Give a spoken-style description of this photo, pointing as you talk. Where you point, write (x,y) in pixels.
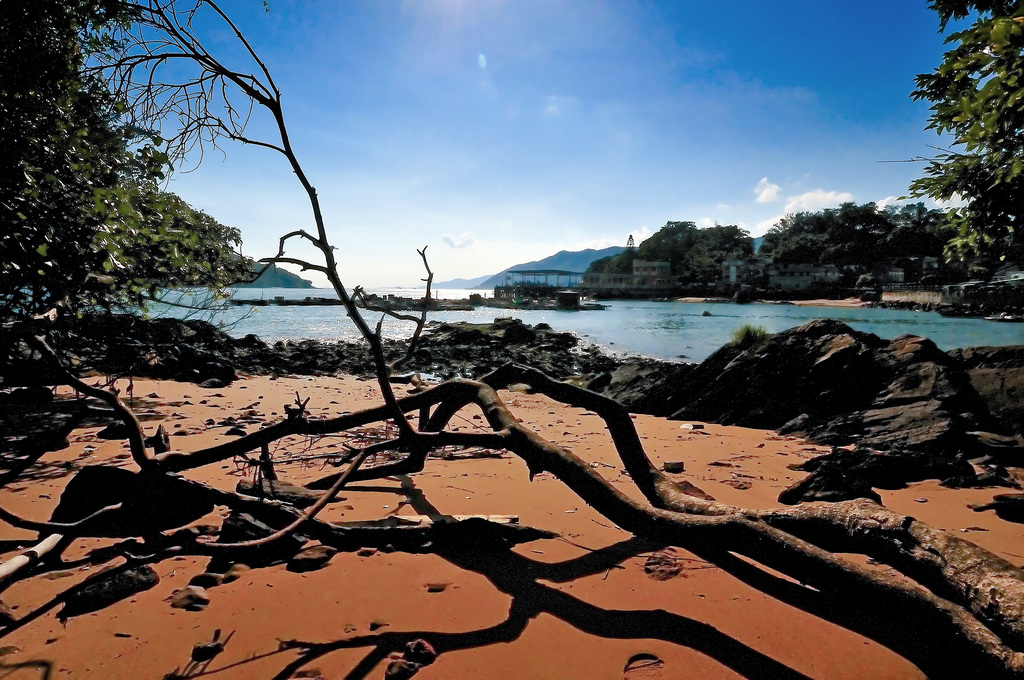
In this picture we can see there are branches (439,394), rocks (772,383) and a river (578,312). Behind the river (679,307) there are buildings (613,287), trees (667,258), hills (559,267) and the sky (574,70).
